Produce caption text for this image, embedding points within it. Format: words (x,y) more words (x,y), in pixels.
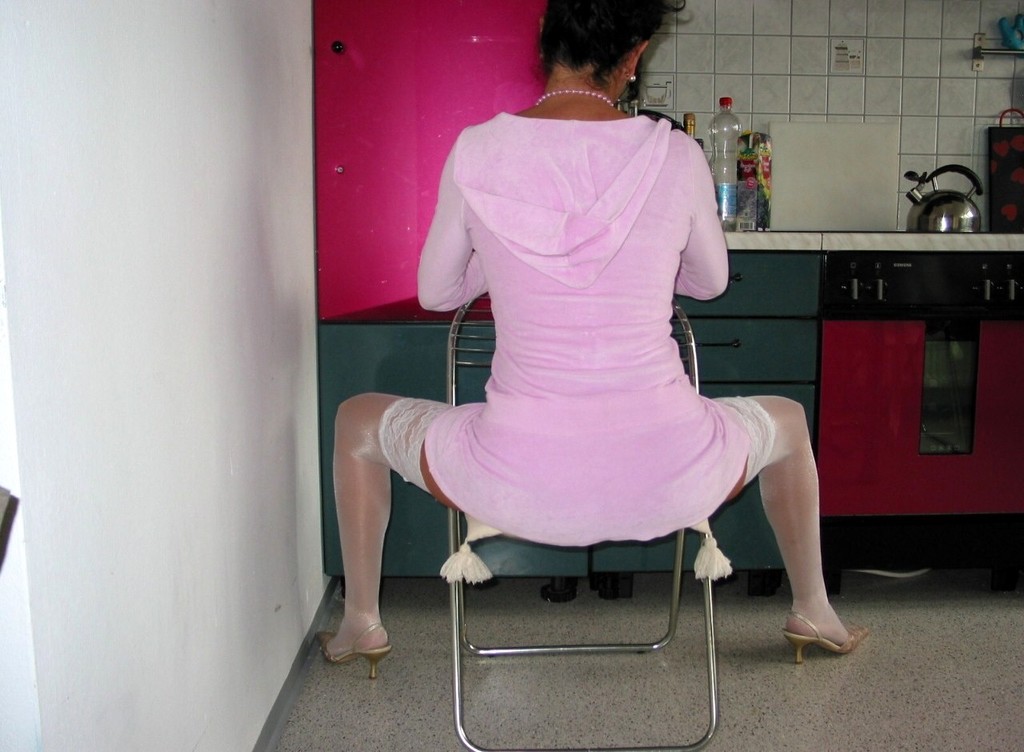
In this picture, the woman (493,440) in the pink dress (582,276) is sitting on the chair (694,377). In front of her, we see a counter top (785,241) on which water bottle (720,137), kettle (963,219), chopping board (823,160) and some other objects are placed. We see a red color cupboard (378,113). On the left side (201,252), we see a white wall (198,482). In the background (756,98), we see a wall (862,58) which is made up of white color tiles (858,99). This picture is clicked inside the room (1002,628).
